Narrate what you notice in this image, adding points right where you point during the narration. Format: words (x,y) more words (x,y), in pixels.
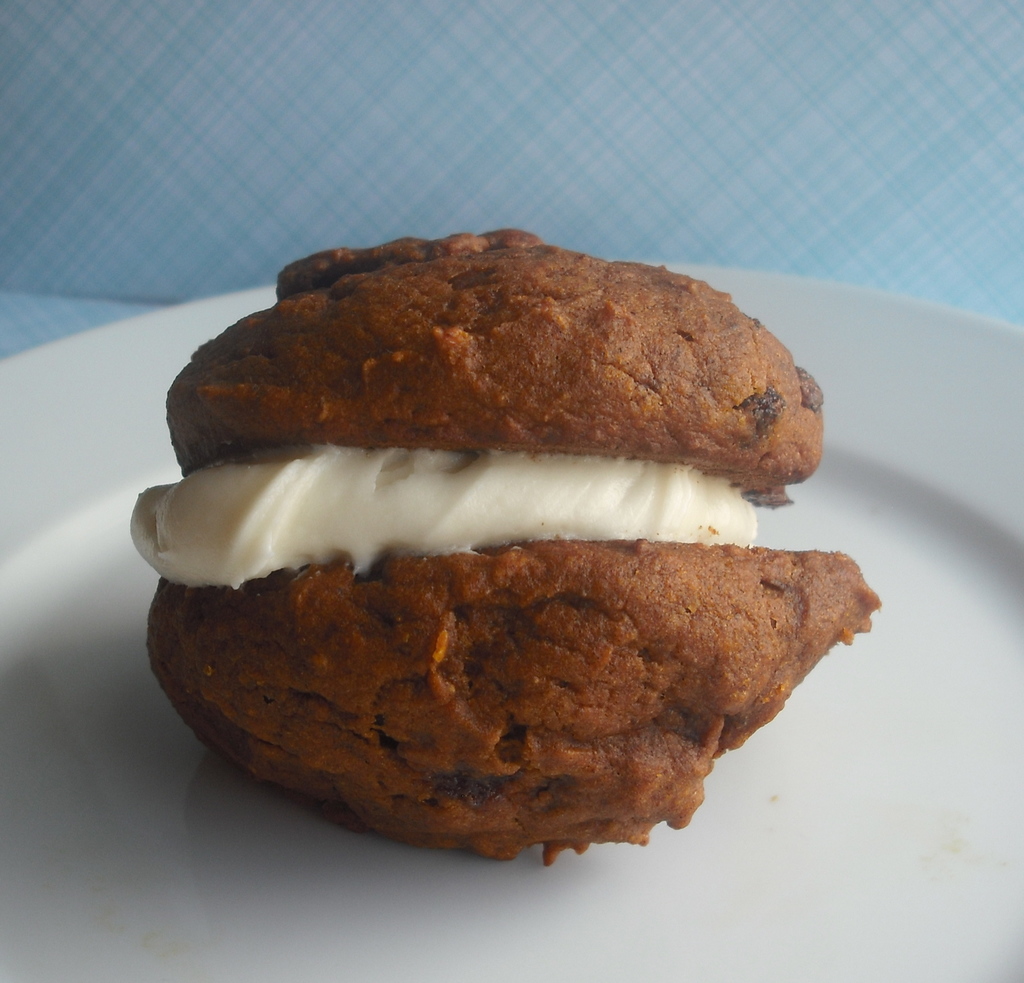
In this picture we can see a plate (895,340), on this plate (977,402) we can see a food item (755,382).
